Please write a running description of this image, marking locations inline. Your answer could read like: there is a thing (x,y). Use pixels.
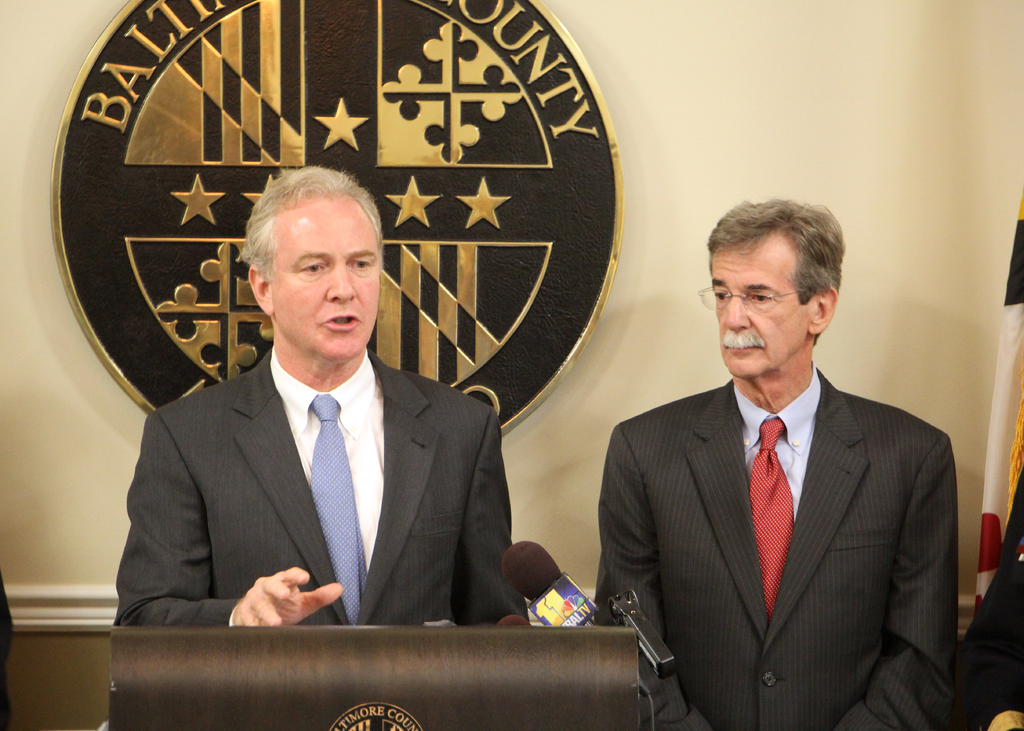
In this picture we can see two men (680,490), a man (384,470) on the left side (337,458) is speaking something, there is a microphone (538,593) in front of him, there is a logo (547,604) and some text (486,21) in the middle (446,267), we can see a wall (789,105) in the background (791,118).
